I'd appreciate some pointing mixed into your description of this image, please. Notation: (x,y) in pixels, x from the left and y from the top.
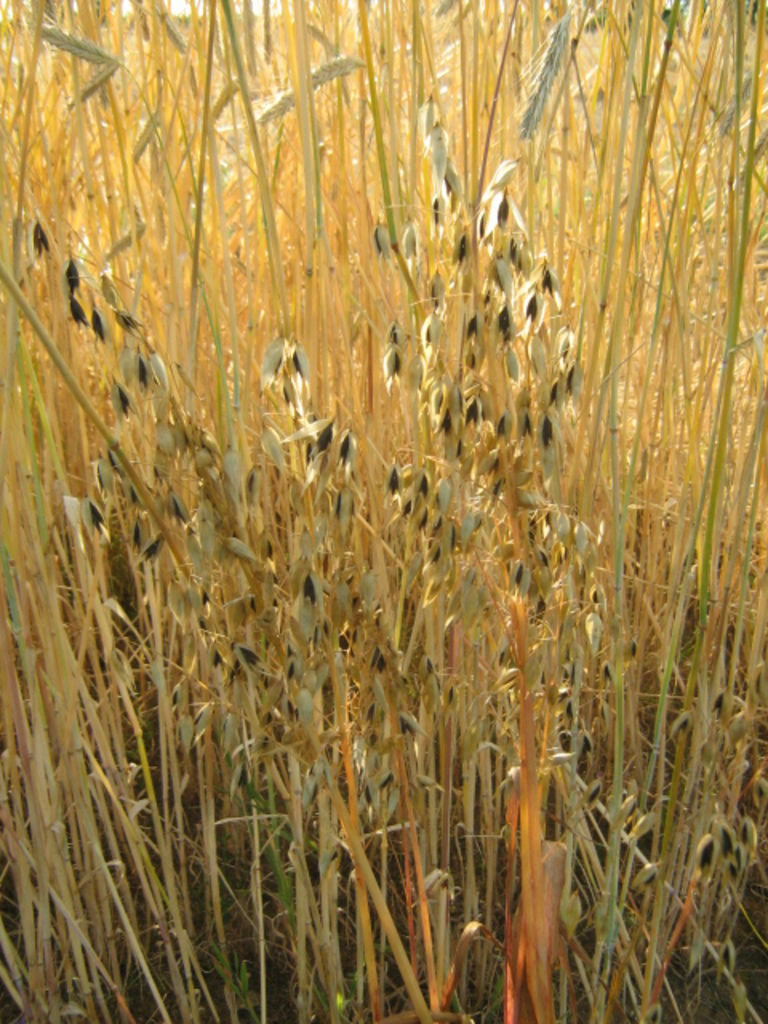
In this image I can see few plants (496,562) which are brown in color and few objects (548,441) to the plants (522,417) which are black in color.
